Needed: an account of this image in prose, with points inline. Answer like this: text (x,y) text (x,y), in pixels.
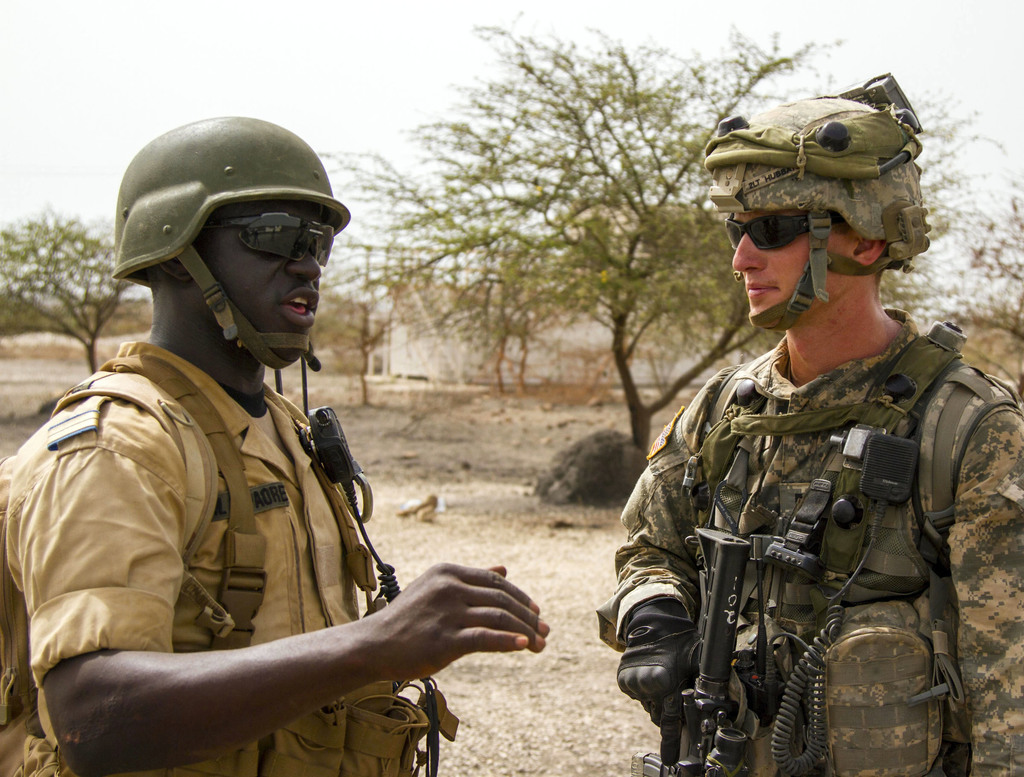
In this image we can see two persons (811,583) with uniform (123,466) and helmets (241,150), a person (764,487) is holding a gun (717,666) and in the background (740,353) there are trees (593,326), stone (595,457) and the sky (348,49).
